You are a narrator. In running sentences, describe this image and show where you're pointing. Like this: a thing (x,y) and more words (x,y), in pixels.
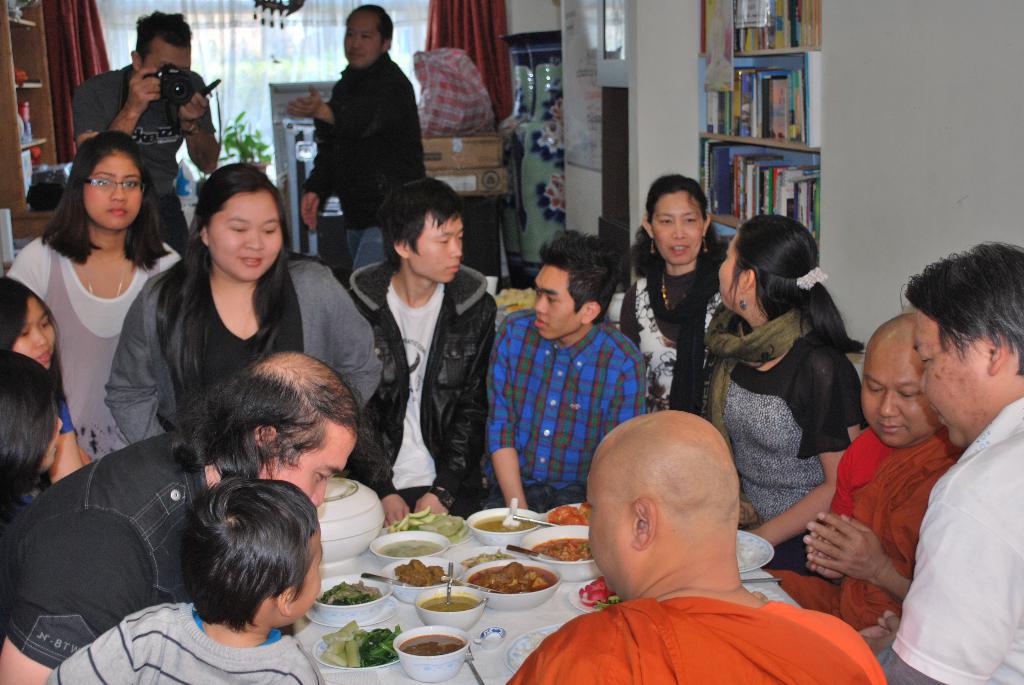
In this image i can see group of people (276,646) sitting around the dining table (536,627). On the dining table (562,593) i can see bowls (527,593) with many food items (525,575). In the background (337,135) i can see 2 persons (314,110) one of them is holding a camera (170,102) and capturing the persons (533,386) around the dining table (500,537). In the background (320,54) i can see curtains (474,47), bookshelves (734,131).
